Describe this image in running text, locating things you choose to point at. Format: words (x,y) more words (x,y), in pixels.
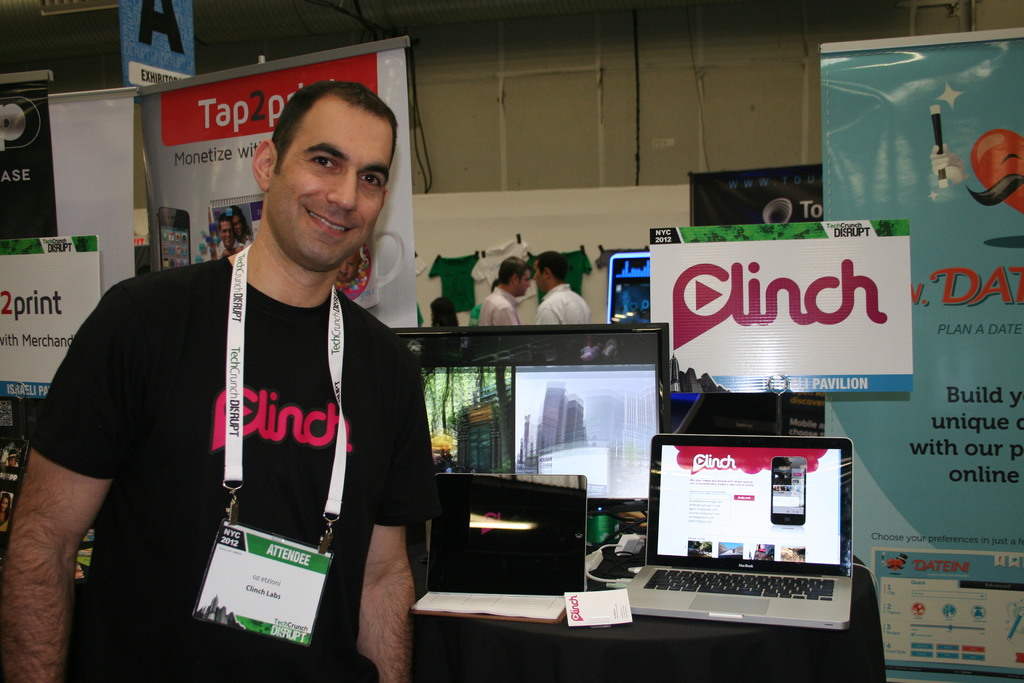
In this image I can see a person (227,360) standing. To the left of him there is a laptop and a system (562,449) on the table (625,635). At the back (840,282) there are banners (805,292) and the two persons (545,260) standing.
